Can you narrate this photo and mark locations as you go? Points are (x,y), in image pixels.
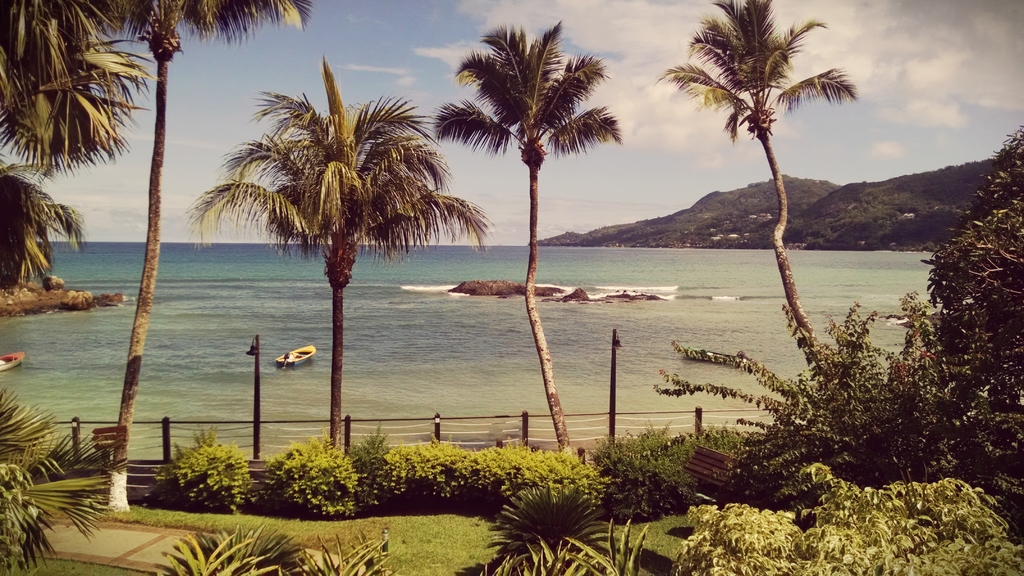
In this image, we can see so many trees (532,297), plants (1003,417), grass (310,525), walkway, poles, fencing (347,419). In the middle (434,371), we can see the sea (840,288), boat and mountains (744,197). Background (992,10) there is a sky (185,35).
